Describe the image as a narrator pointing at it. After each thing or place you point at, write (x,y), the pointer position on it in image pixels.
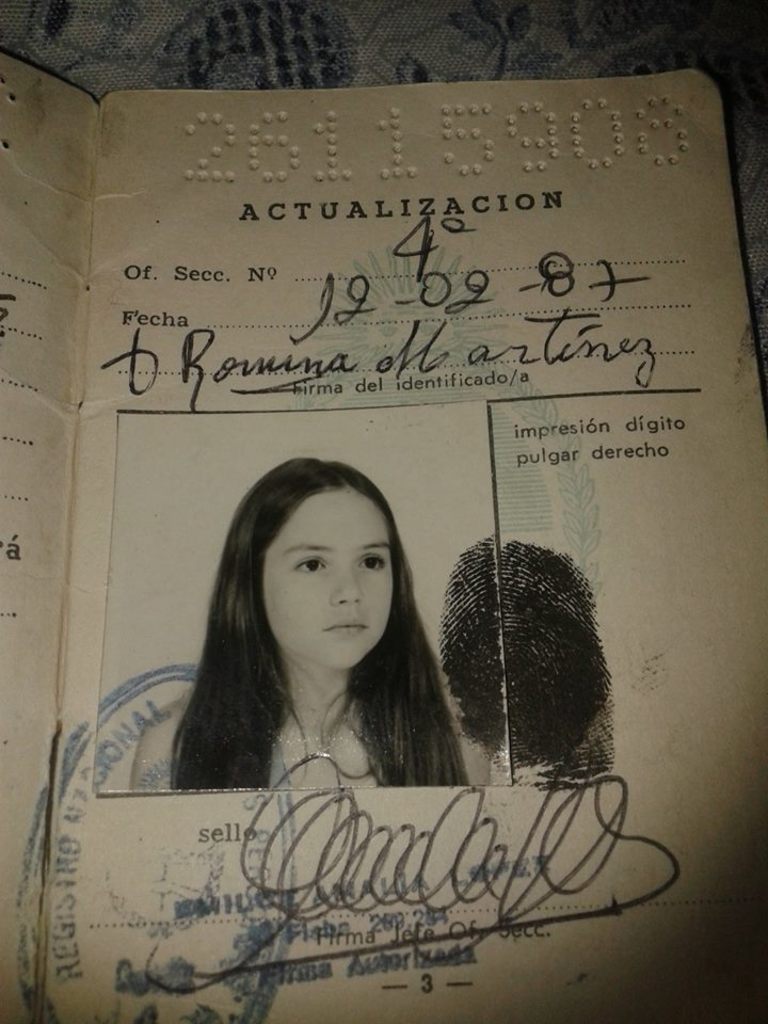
In this image i can see a card (353,851) with a photo (260,570) and thumb impression (450,583) and text (574,355).
